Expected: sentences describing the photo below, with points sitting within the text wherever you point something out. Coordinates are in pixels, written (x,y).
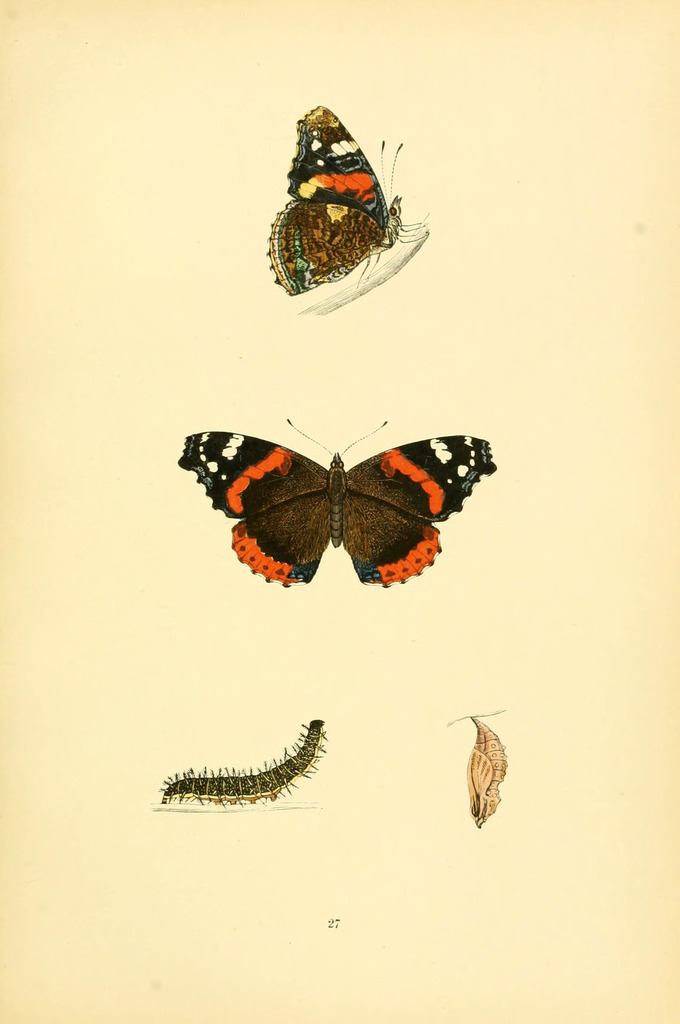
In this image I can see the drawing (265,460) of few insects (302,579) on the paper (365,763). I can see these insects (322,484) are in red, black, brown and white color.
